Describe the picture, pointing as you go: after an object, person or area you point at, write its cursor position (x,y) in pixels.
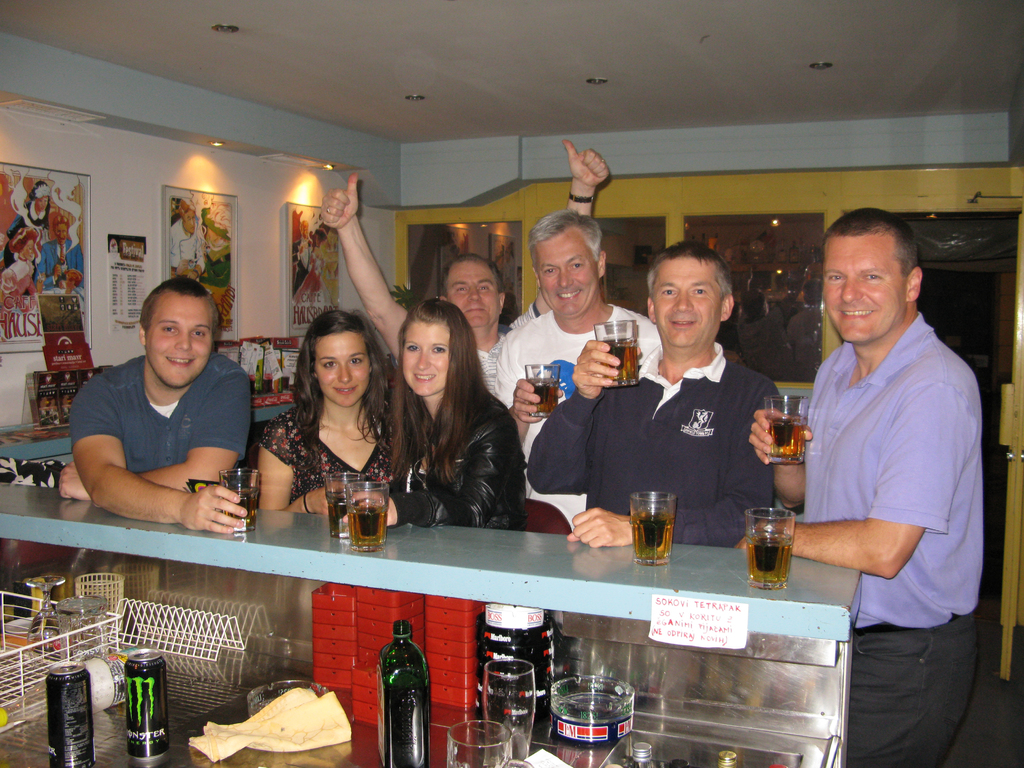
In this image i can see there are the group of persons (582,443) standing in front of a table (408,553) they are holding a glass (630,381) on the wall (44,158) there is a photo frame (52,169) attached to the wall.
